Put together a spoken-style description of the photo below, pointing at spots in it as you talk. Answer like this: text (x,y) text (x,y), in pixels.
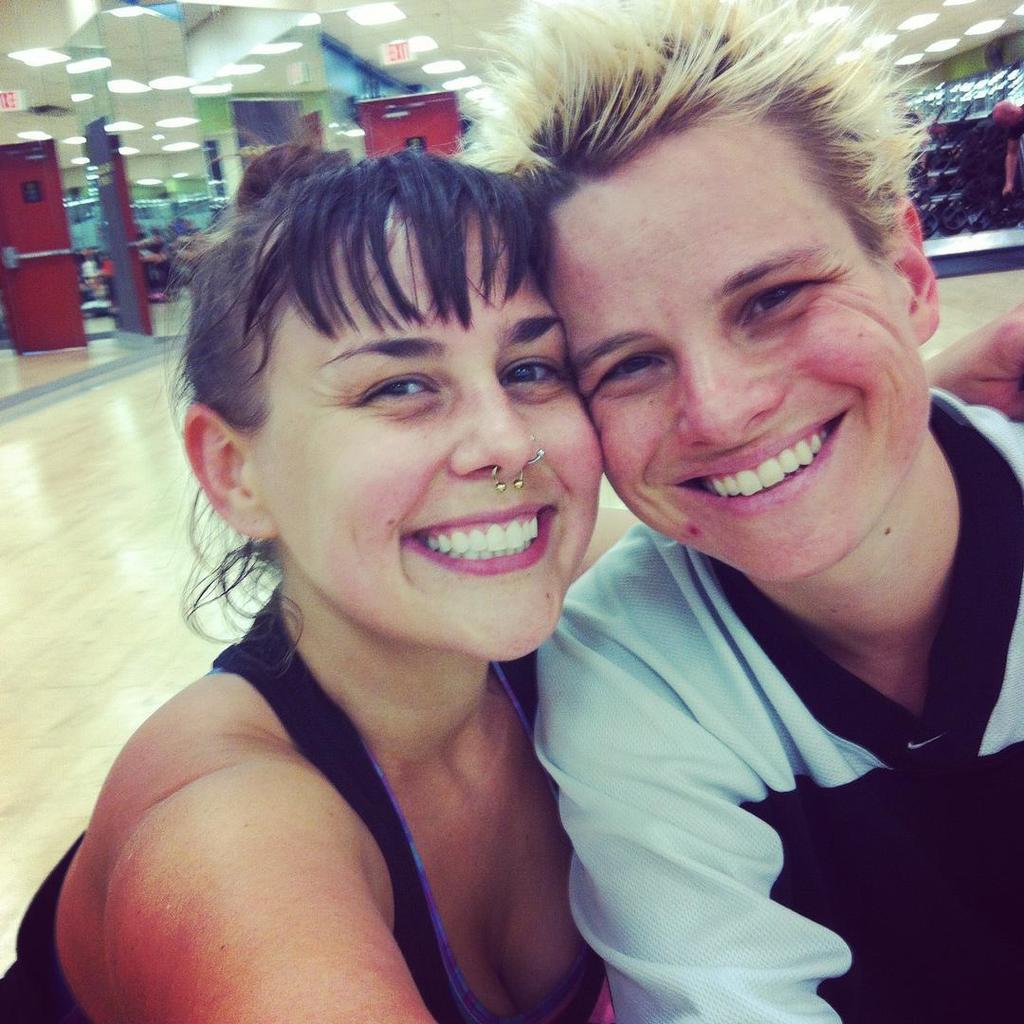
In this image, we can see persons (762,846) wearing clothes (443,930). There are some lights (177,82) on the ceiling (417,59) which is at the top of the image (433,54).
